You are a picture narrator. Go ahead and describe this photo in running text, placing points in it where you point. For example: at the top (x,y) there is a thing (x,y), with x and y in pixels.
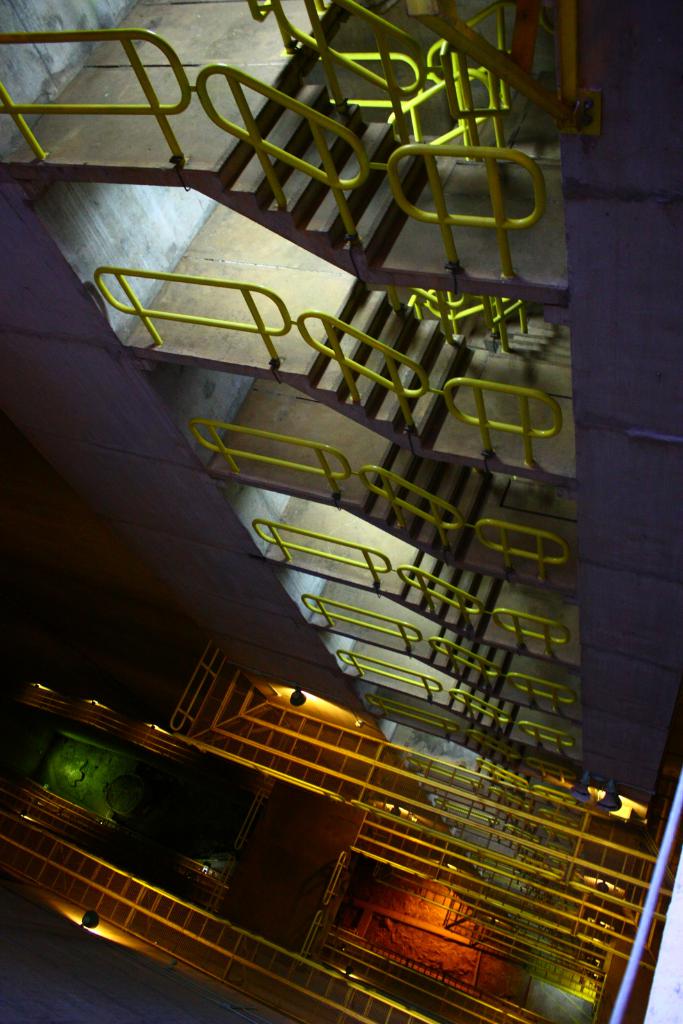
I can see this image is taken from the top of the building (370,826). I can see the wall (131,403), few stairs (410,326) and the yellow colored railing (377,341) of the building (372,350). I can see the ground (458,961) and few lights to the building (420,871).
